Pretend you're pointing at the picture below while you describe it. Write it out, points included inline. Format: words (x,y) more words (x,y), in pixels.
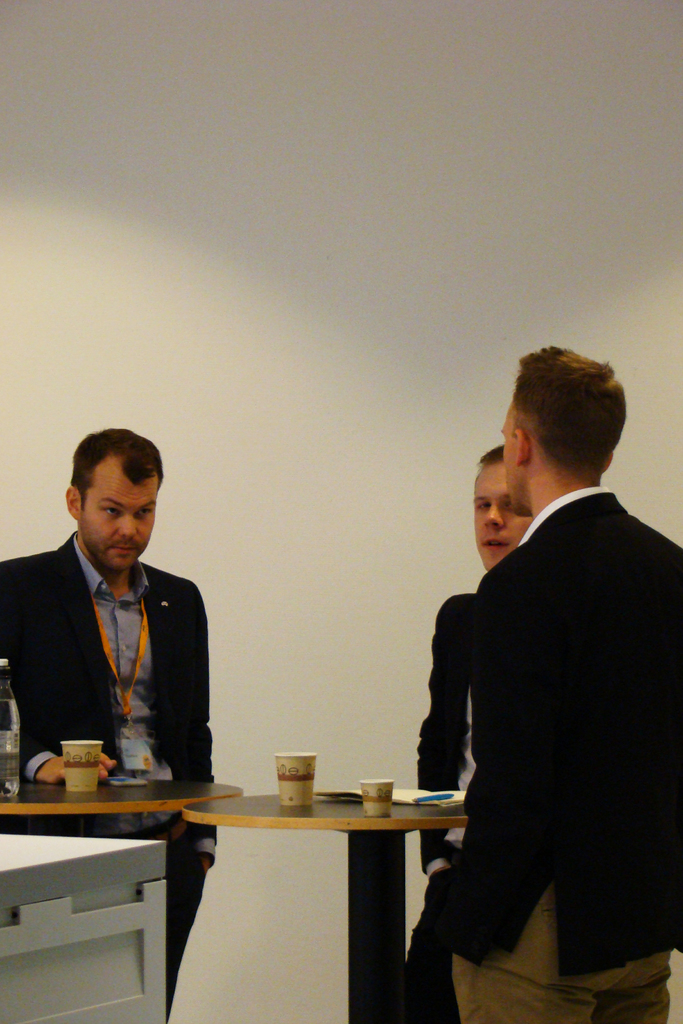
In this image I can see three persons (112,670) standing beside the table (390,847). There are some glasses (88,781), one bottle (16,770) are placed. In the background (221,413) I can see a wall (172,267). The three persons (444,628) are wearing black color suit (614,626).
